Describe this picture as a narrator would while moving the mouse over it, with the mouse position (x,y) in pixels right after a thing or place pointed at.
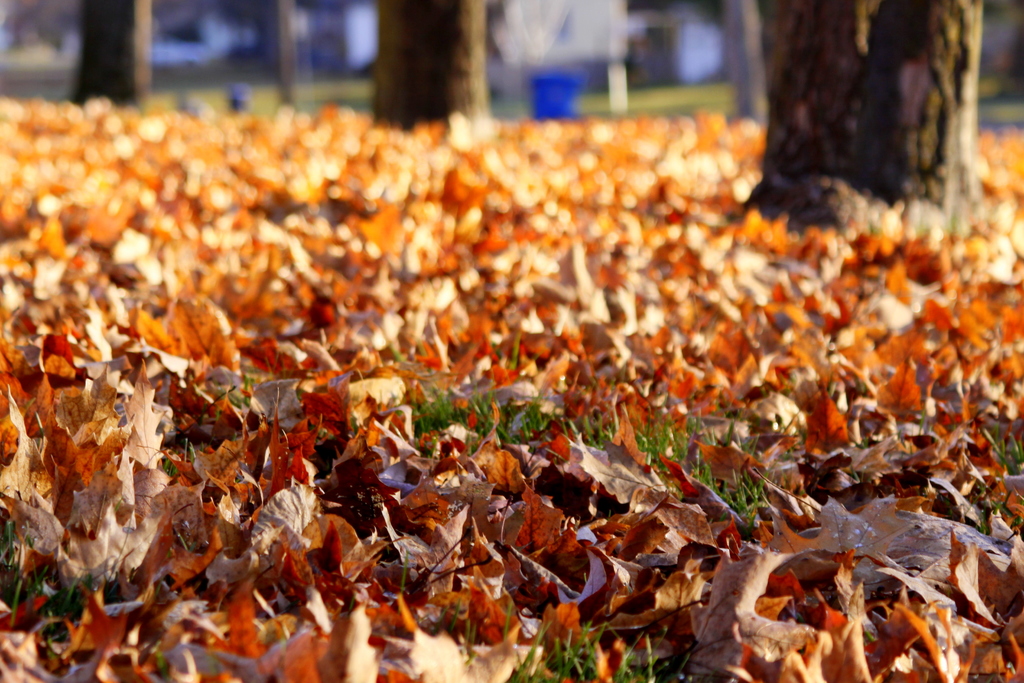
There are dried leaves (380,419) and grasses (737,487) on the ground (630,575). In the back (296,79) it is blurred and there are tree trunks (89,87).
